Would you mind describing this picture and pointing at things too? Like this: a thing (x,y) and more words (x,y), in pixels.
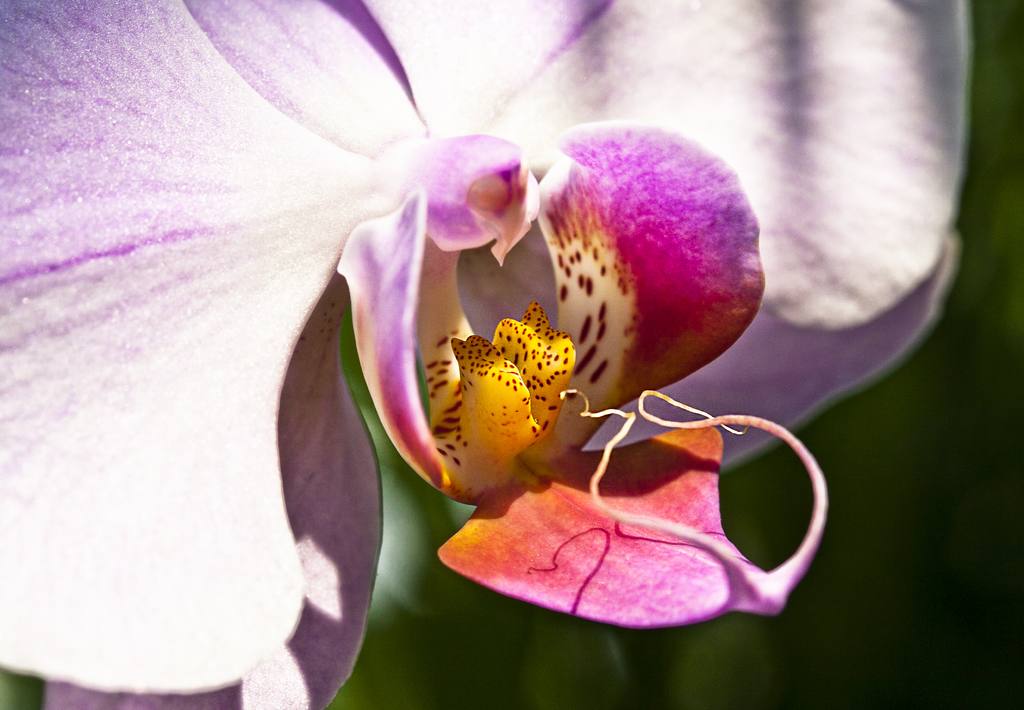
It is a flower (122,339), it is in purple color.
